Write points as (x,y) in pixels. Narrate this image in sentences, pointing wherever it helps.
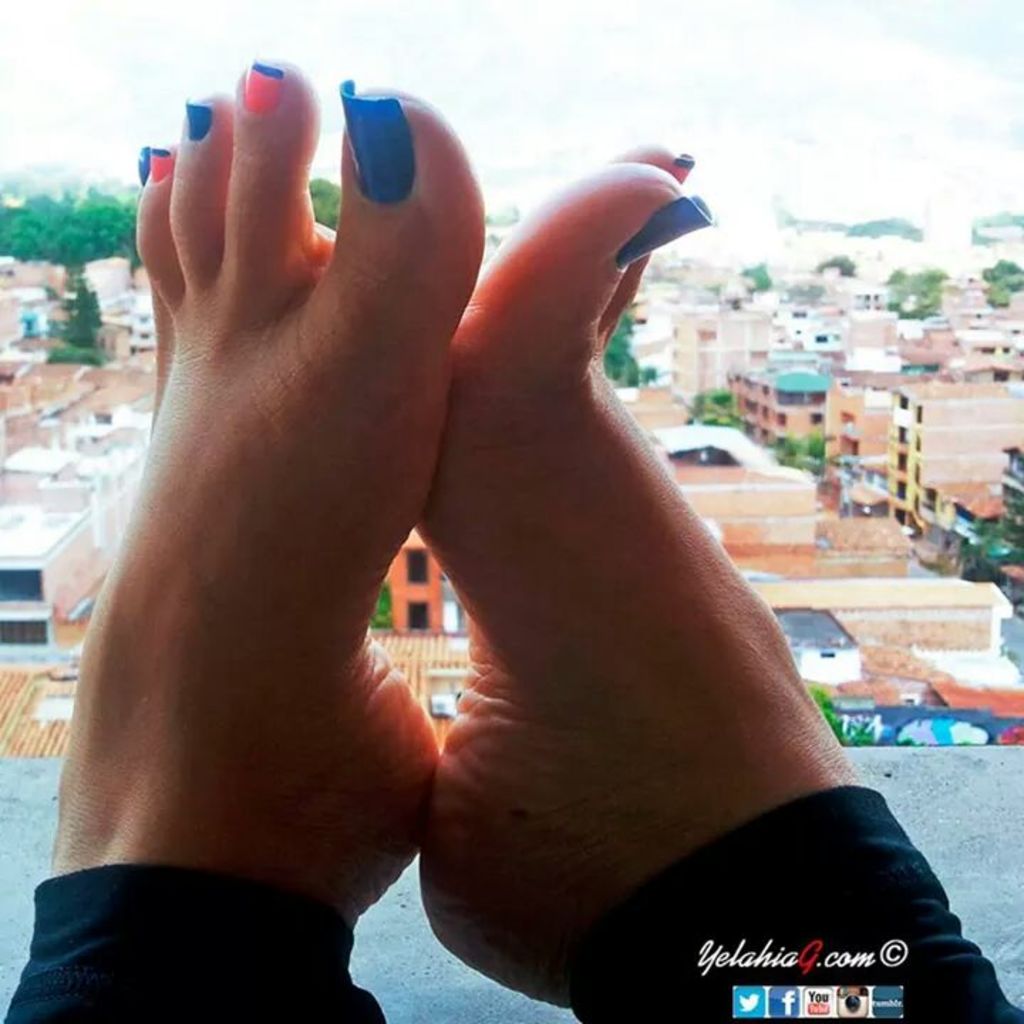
It is a zoomed in picture of some woman's feet (474,707). In the background (129,476) we can see many buildings (831,361) and also trees (121,206). Sky (543,110) is also visible. At the bottom (862,957) we can see some icons (794,1007) and also the text (815,954).
